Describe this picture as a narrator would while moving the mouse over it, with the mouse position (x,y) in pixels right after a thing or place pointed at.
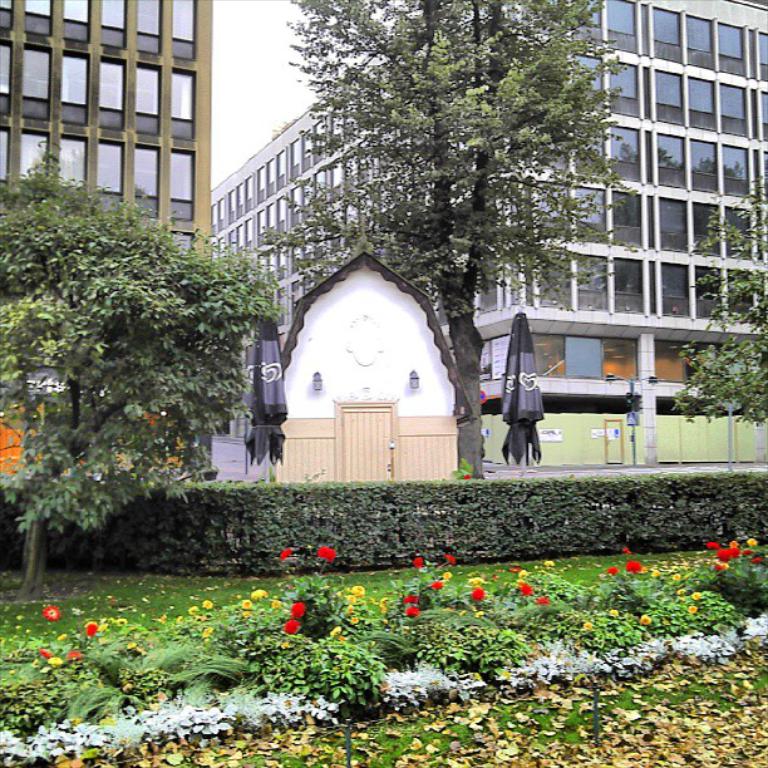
In this picture I can see trees (168,402), plants (407,605) and buildings (646,212). In the background (279,95) I can see sky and other objects (514,421).
